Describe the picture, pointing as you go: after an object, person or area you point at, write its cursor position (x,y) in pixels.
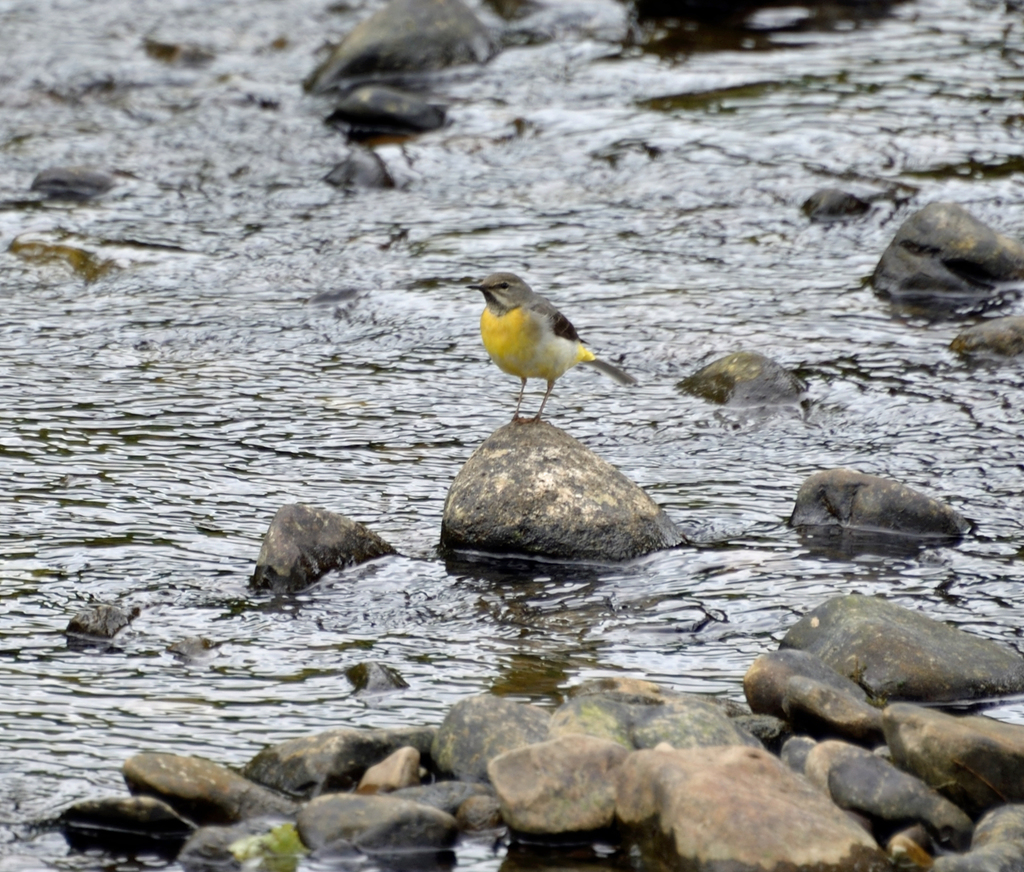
In this picture we can see small yellow bird (514,326) sitting on the stone (545,478). Behind there is a river water (338,419) and in the front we can see some stones (904,764).
